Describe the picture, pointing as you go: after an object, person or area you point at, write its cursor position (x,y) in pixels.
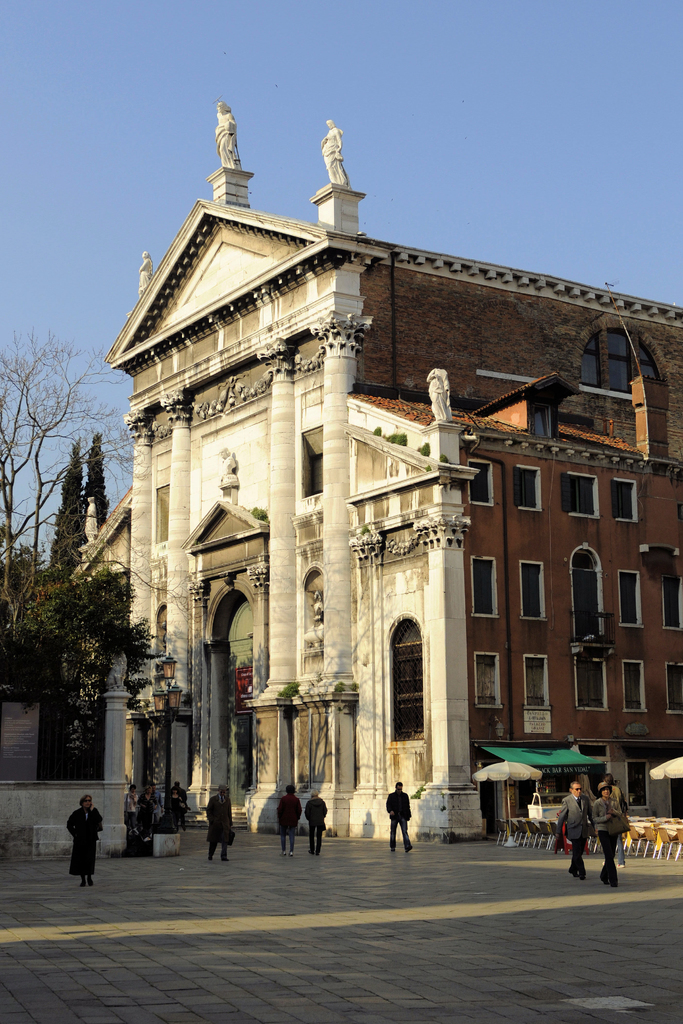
This picture is clicked in the city. Here, we see people (94,853) walking on the road (367,881). Behind them, we see a building (357,570) in white and brown color. On the right side (509,770), there are chairs (554,825) and two umbrella tents (528,775). On the left side (10,489), there are trees (13,479). At the top of the picture (79,129), we see the sky (319,145).
